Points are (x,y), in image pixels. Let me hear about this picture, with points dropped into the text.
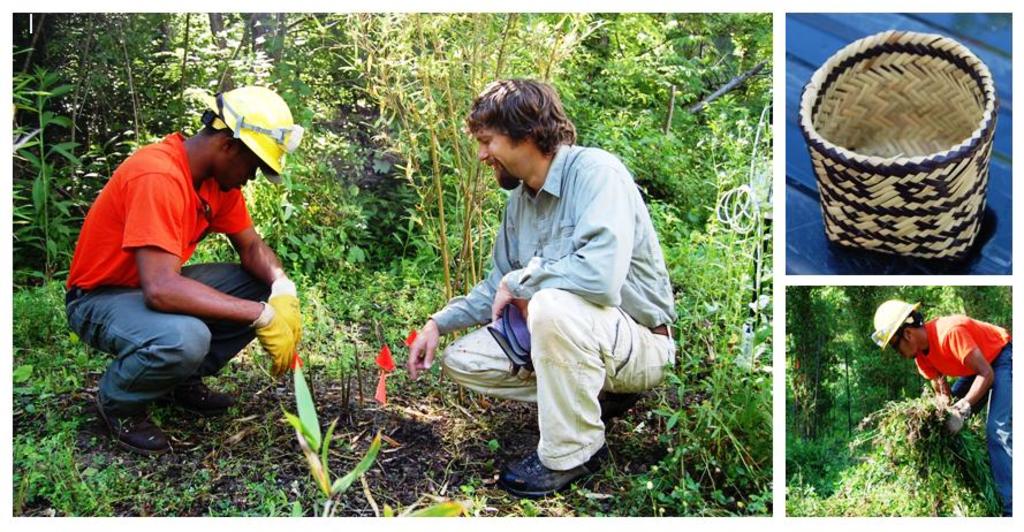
This is a collage image. In this image there are two people (152,200) sitting on the surface (424,459) of a grass (97,367), in between them there is a plant (295,386). In the background (310,69) there are trees (716,75). On the right top side of the image (896,170) there is a basket (890,153). At the bottom right side of the image (947,366) there is a person (970,409) holding a few leaves (891,485) of a tree (871,486), which is on the surface (842,499). In the background (815,339) there are trees (856,315).
